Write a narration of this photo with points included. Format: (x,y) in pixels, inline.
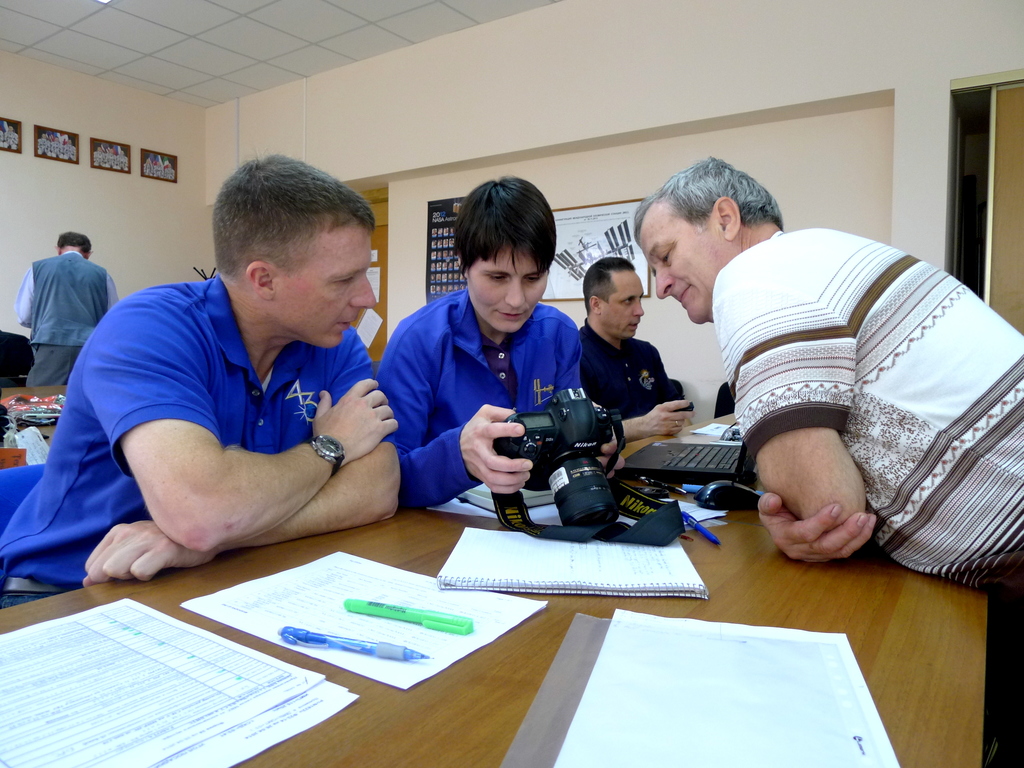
This image is taken indoors. At the bottom of the image (528,646) there is a table (833,624) with a few things (627,570) on it. On the right side of the image (688,284) there is a man (1006,592). On the left side of the image (230,323) there is a man (223,416) and a woman (478,363) sitting on the chairs (27,490) and a woman (517,403) is holding a camera (572,437) in her hands (490,435). In the background (54,320) there is a wall (445,145) with a door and a few boards (578,215) with text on them and picture frames (122,148) on it and a man (45,330) is standing on the floor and there is a table (44,398) with a few things (44,398) on it.
